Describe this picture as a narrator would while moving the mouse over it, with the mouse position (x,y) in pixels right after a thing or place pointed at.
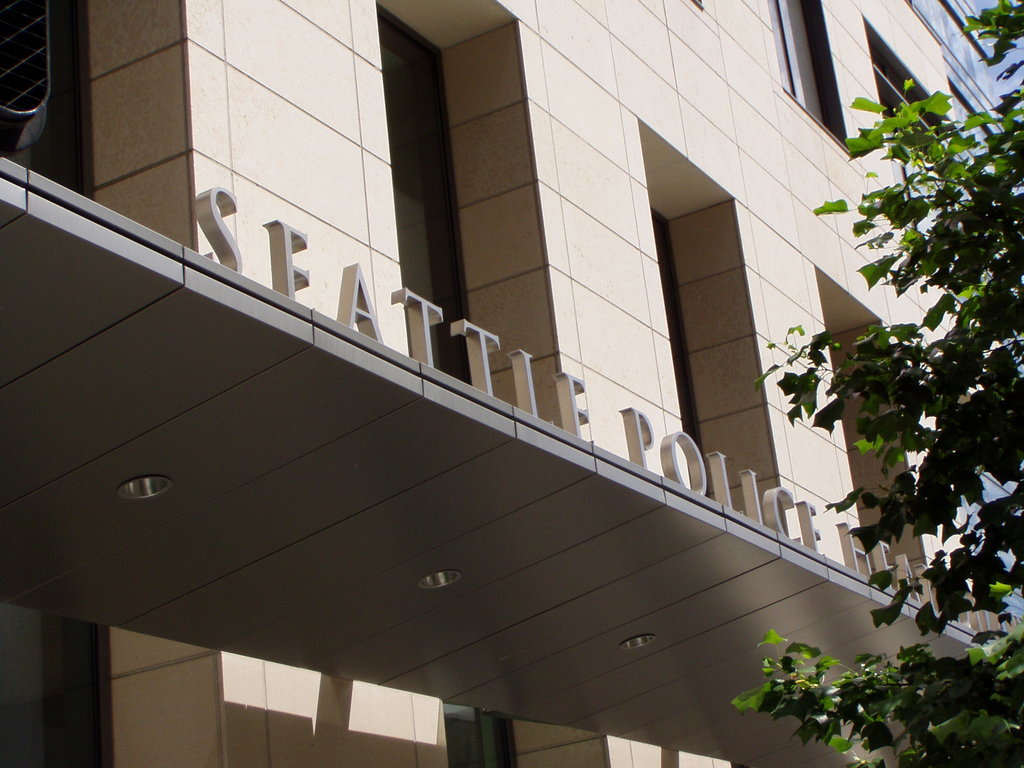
In the foreground of this image (951,664), on the right (965,554), there is a tree (950,441). In the background (472,254), there is a building (376,304), a name (428,318) on it and few lights (141,491) to it.
